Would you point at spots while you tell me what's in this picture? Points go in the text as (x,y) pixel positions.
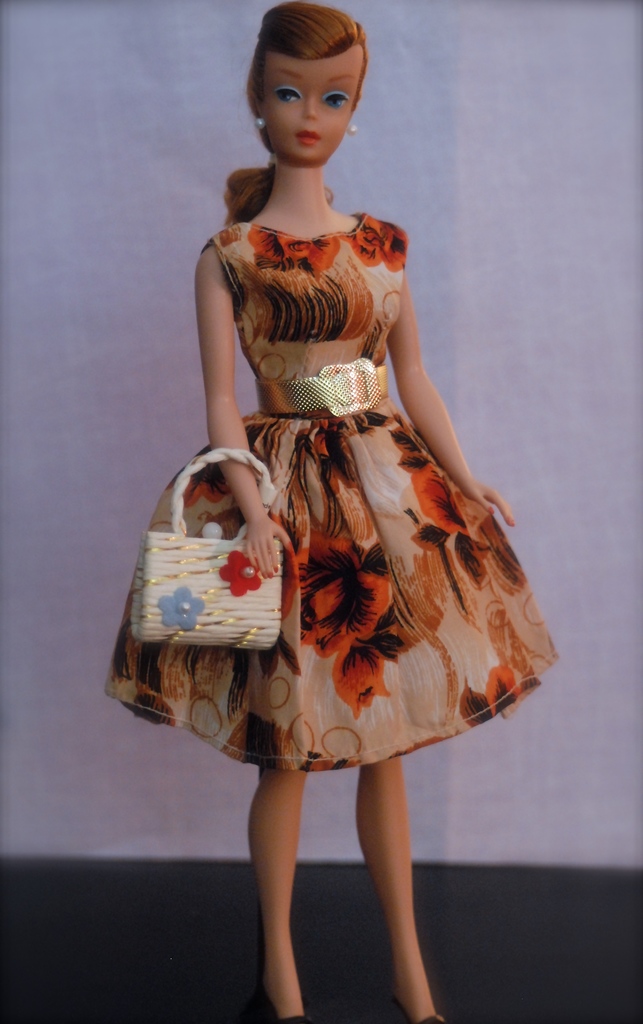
In this image there is a doll (310,300) with floral dress (336,436) and she is holding white bag (208,574) with her right hand (251,538).
